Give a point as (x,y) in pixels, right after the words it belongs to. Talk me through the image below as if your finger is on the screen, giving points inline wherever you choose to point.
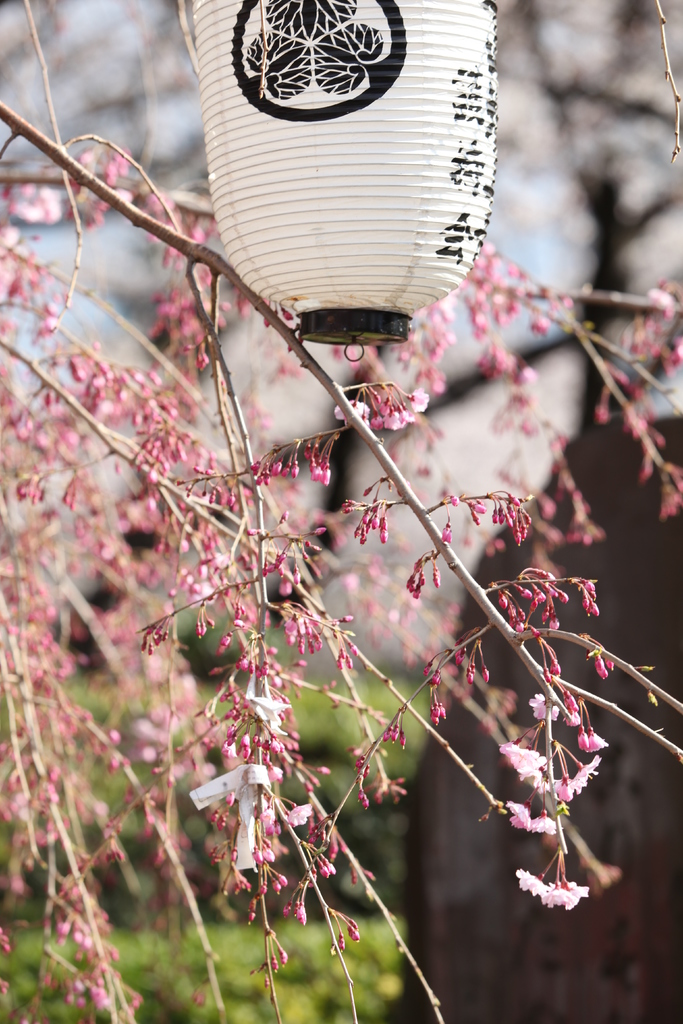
In this image we can see the tree (150,219) and also an object (333,196) and the background (296,1000) is blurred with a house (464,784) and also the plants (305,795).
